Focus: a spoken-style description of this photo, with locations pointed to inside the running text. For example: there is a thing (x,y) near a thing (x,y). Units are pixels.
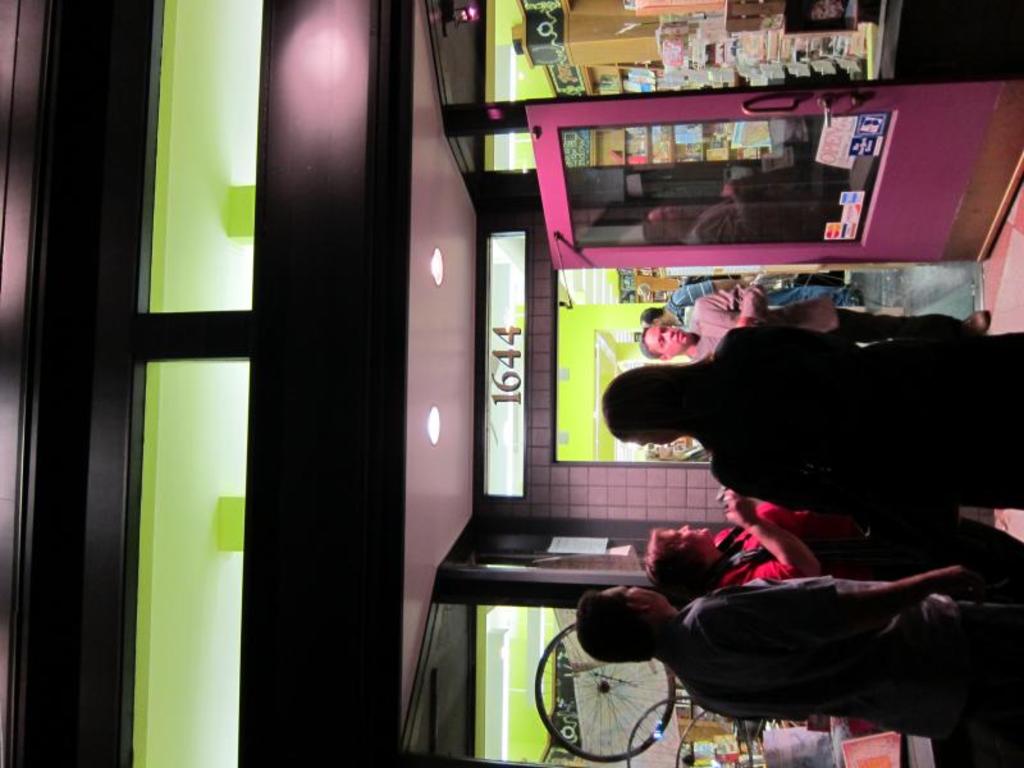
It looks like some store (640,289), there is a man (682,325) standing beside the door (663,250) and in front of the door (819,245) few other people (802,561) are standing outside, on the left side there are two cycle wheels (597,702) attached to a window (510,610) and on the right side (689,58) some posters (660,50) were stuck to the wall (603,63) of the window (643,65), there are some objects (627,84) kept inside the store (617,136) and the wall (616,323) inside is in green color, there is a pink light (565,226) flashing on the door (750,204) of the store (754,235).
